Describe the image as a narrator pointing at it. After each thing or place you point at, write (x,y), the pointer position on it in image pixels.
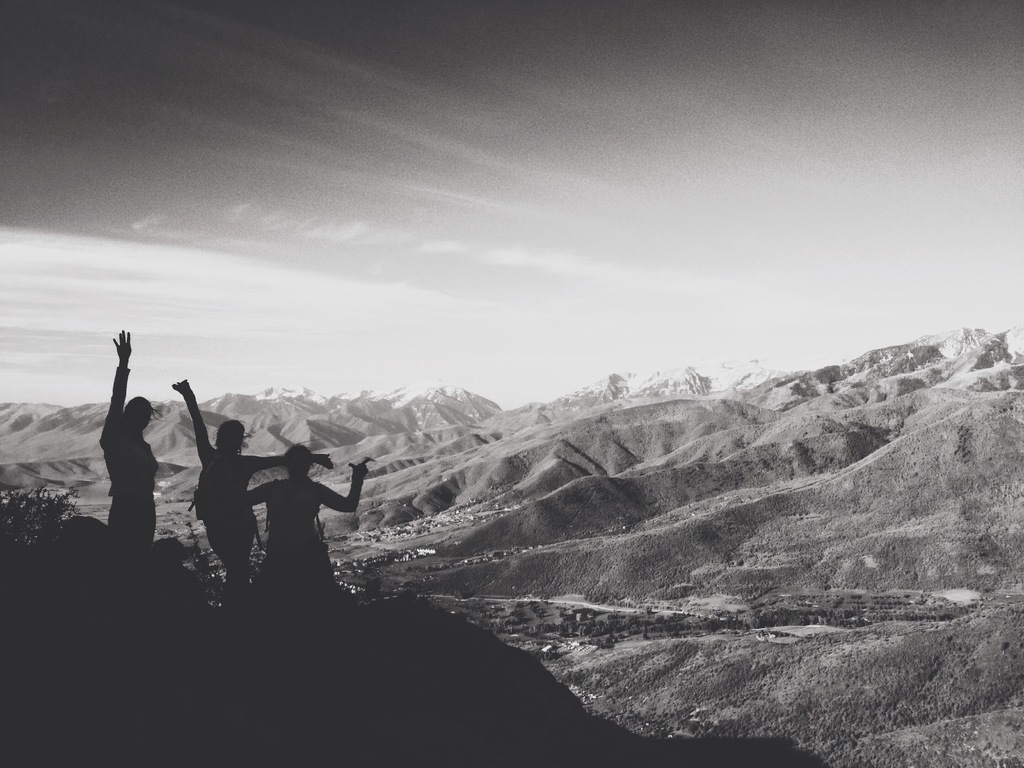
This is a black and white picture. On the left side of the image (306,572), we can see the people (241,564) and dark view. In the background (506,463), there are hills (506,463), houses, trees (579,573) and the sky (404,182).
